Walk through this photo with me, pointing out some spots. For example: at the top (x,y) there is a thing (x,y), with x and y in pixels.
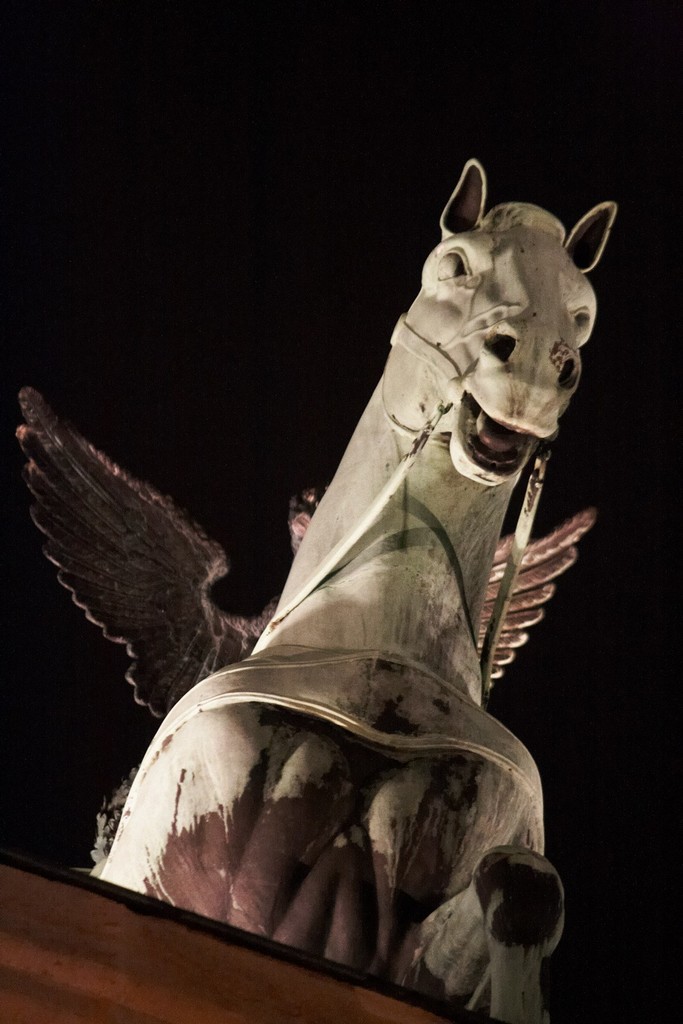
In the image we can see there is a horse statue (416,554) with wings (220,643).
